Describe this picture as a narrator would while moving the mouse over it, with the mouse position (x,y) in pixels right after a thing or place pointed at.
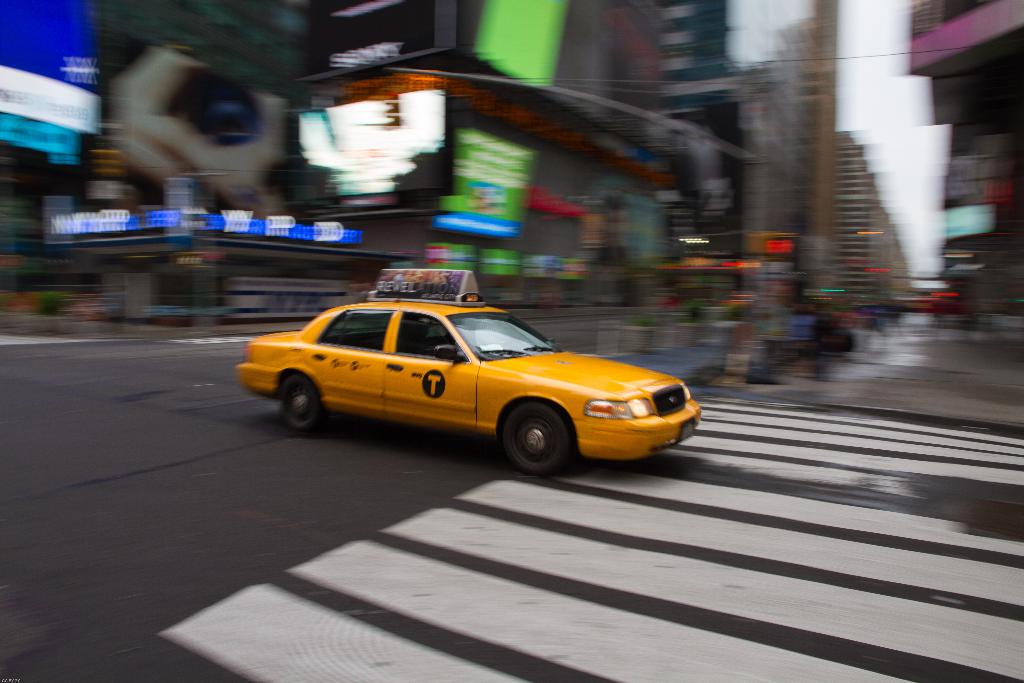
In this image there is the sky (874,95), there are buildings (577,110), there is a building (976,116) truncated towards the right of the image (967,208), there are boards (484,196), there are boards (530,38) truncated towards the top of the image (40,49), there is a board (25,47) truncated towards the left of the image (47,32), there is the road (441,516), there is a car (453,415) on the road (443,587).
